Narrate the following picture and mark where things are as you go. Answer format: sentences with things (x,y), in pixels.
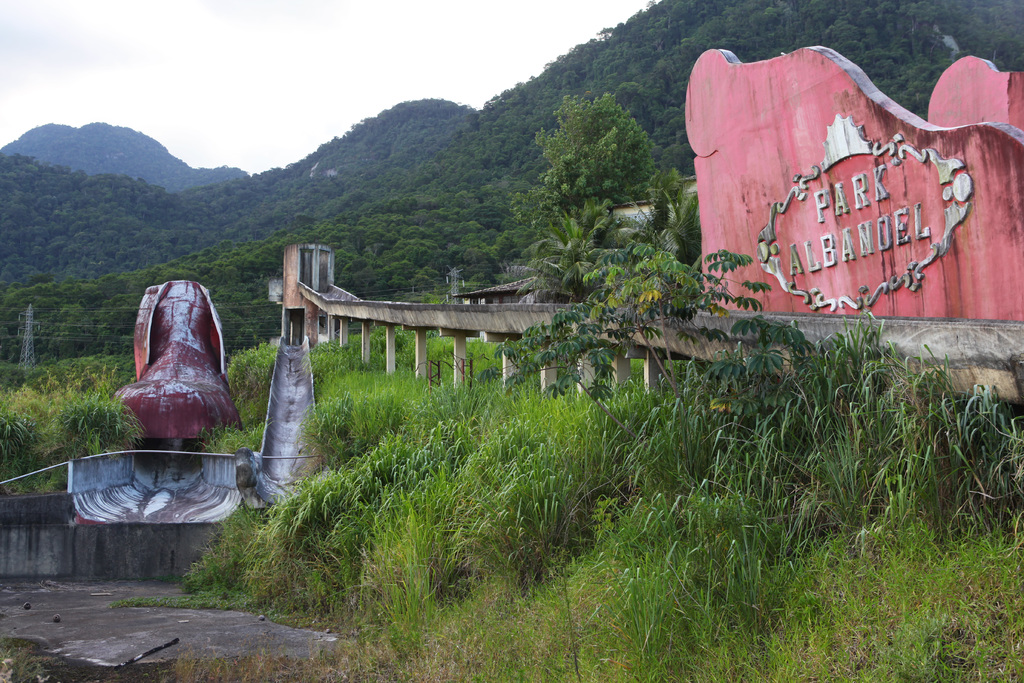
This looks like a name board (805,217) with the letters (897,214) on it. These are the plants (448,449) and the grass (656,553). I can see the trees (617,248). This looks like a slider (178,436). I can see the hills (436,182). On the left side of the image (28,329), that looks like a transmission tower (33,346) with the current wires (262,319).
